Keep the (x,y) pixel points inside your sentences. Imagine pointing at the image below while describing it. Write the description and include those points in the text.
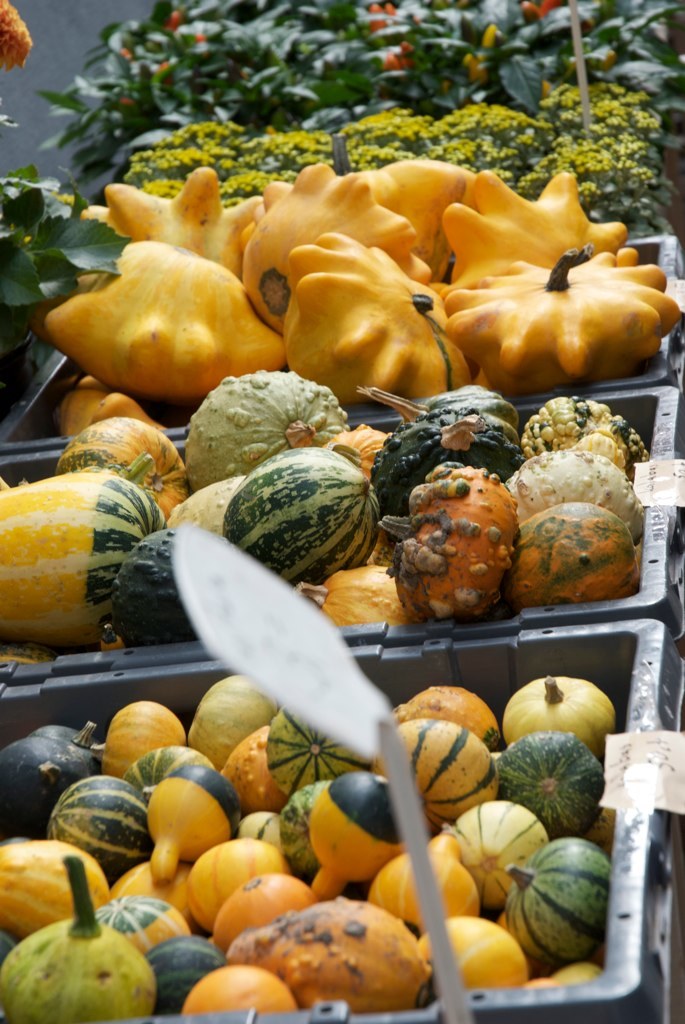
In the image there are gourds (528,846), pumpkins (528,723), squash (347,357) and vegetables (507,539) in baskets (602,982) with plants (383,60) behind it.
